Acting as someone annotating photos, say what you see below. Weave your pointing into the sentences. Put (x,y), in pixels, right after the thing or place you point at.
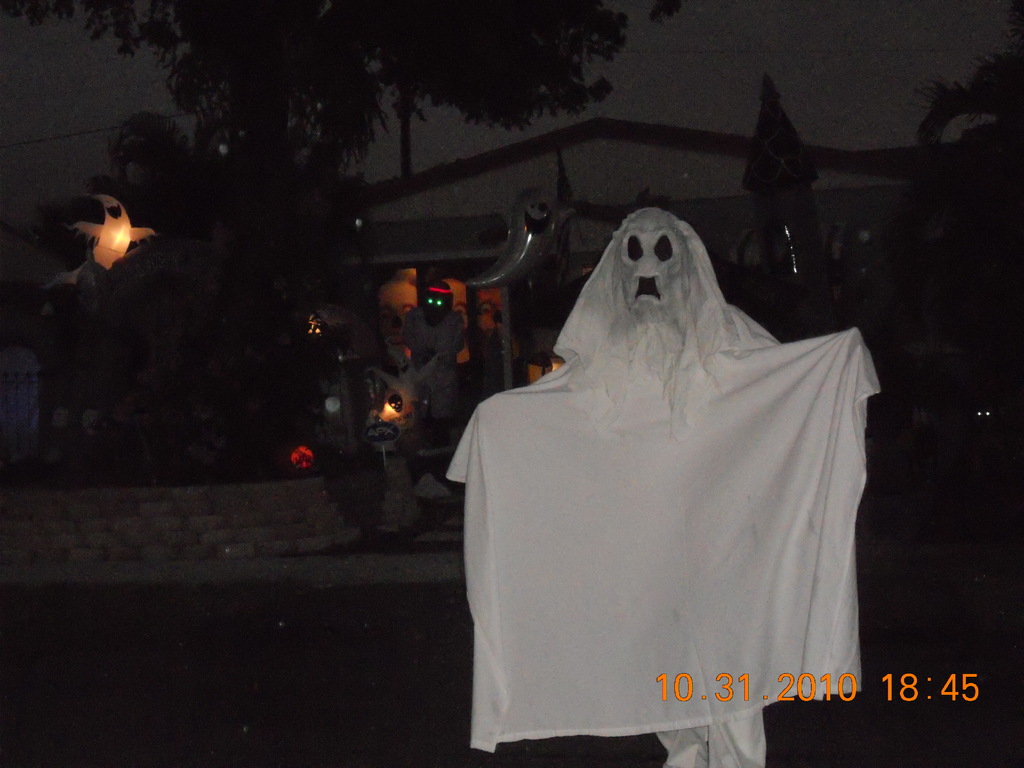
In this image, we can see ghost costume (629,517), in the background (202,276) we can see a tree (230,115) and there are some lights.
